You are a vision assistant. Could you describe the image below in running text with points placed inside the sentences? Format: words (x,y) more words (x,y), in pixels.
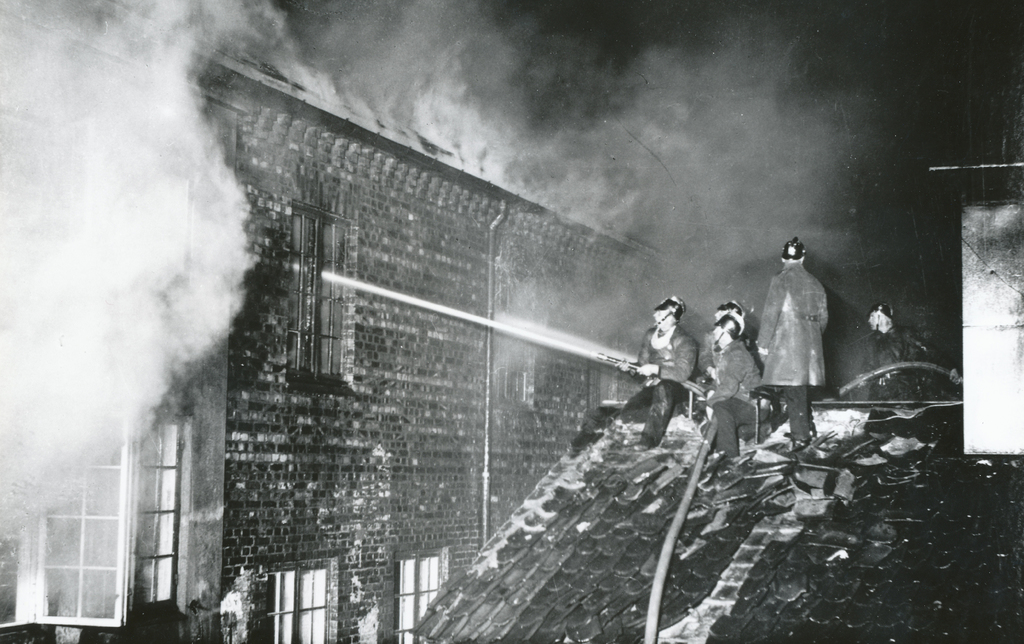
In this picture we can see five persons (717,356) on the right side (686,346), a person (678,359) on the left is holding a water pipe (688,385), on the left (337,433) there is a building (342,416), we can also see smoke (128,253), there is the sky (716,7) at the top of the picture (692,9), we can see windows (311,366) of this building (306,362), it is a black and white image, these people (778,291) wore helmets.
